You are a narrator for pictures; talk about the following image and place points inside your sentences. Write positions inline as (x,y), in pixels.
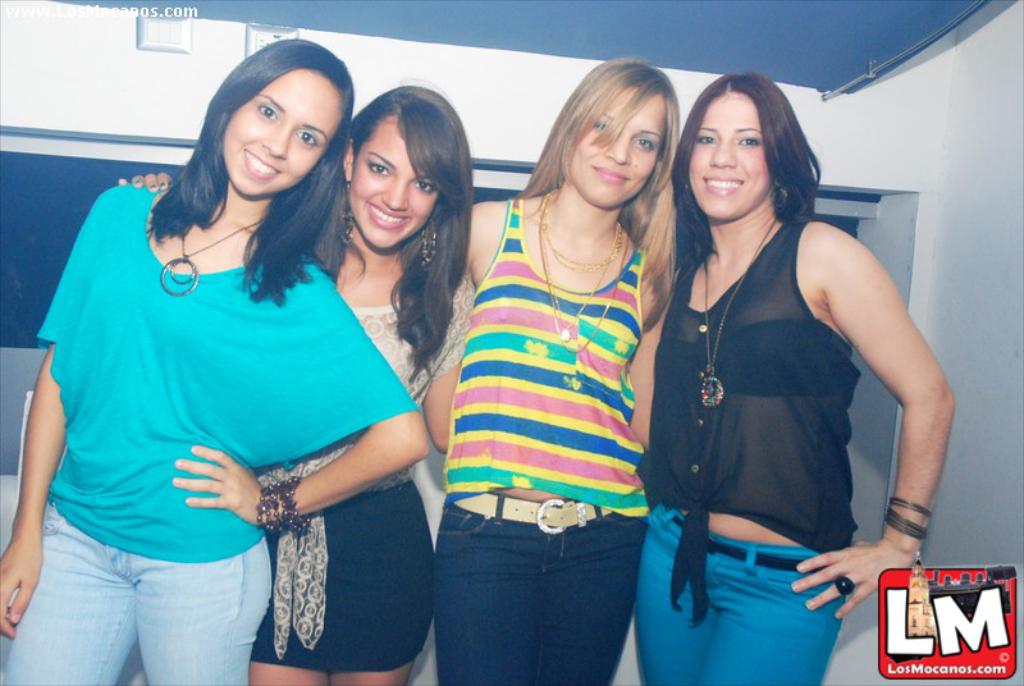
In this picture we can see four women (436,426) standing, in the background (520,110) there is a wall (535,113), at the right bottom (958,646) we can see a logo (975,650).
